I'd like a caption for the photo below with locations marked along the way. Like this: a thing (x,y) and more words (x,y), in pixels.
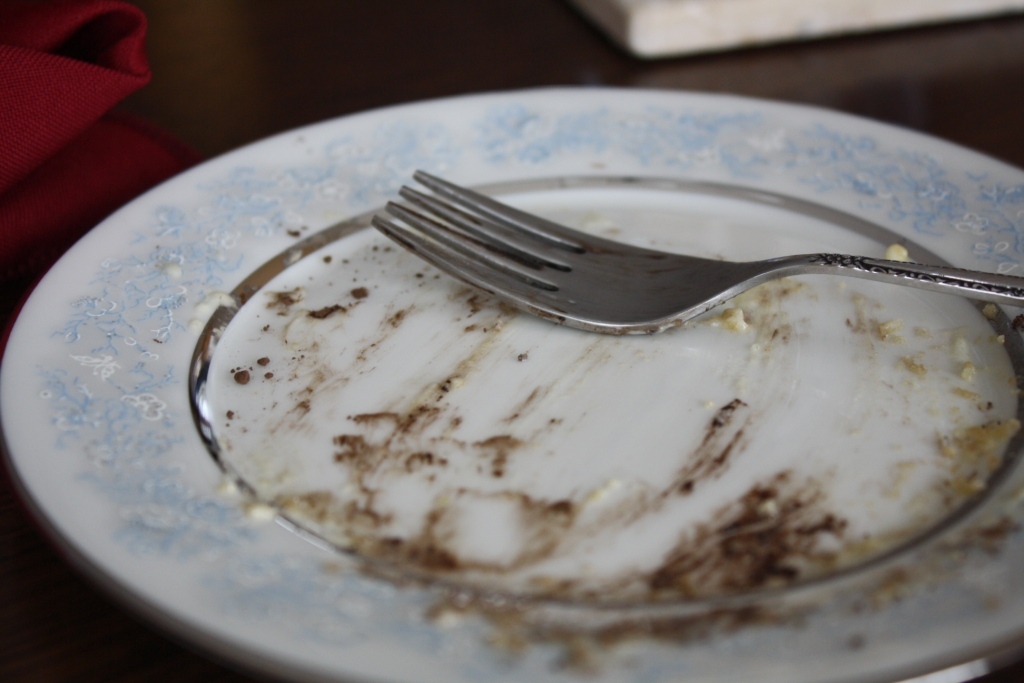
In this image there is a fork (721,281) in the plate (358,340), there is a plate (355,287) on the surface (349,59), there is an object (65,75) truncated towards the left of the image (98,63), there is an object (704,27) truncated towards the right of the image (783,17).
